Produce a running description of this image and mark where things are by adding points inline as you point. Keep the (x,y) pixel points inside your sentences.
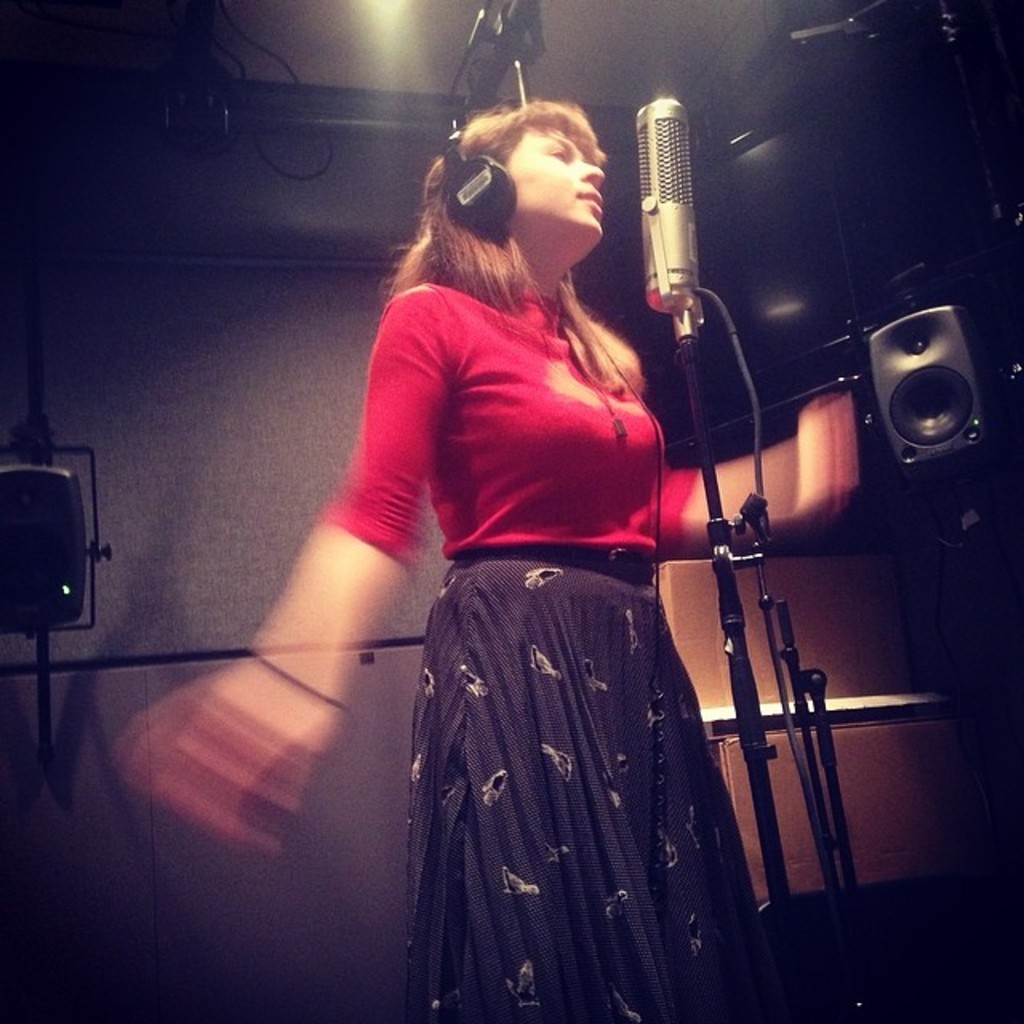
In the middle of this image (500,668), there is a woman (688,789) in a red color t-shirt (455,419), wearing a headset (490,222), standing and singing in front of a microphone (648,205), which is attached to a stand (712,510). In the background (935,287), there are speakers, light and a monitor (832,213) arranged and there is a wall (219,518).
